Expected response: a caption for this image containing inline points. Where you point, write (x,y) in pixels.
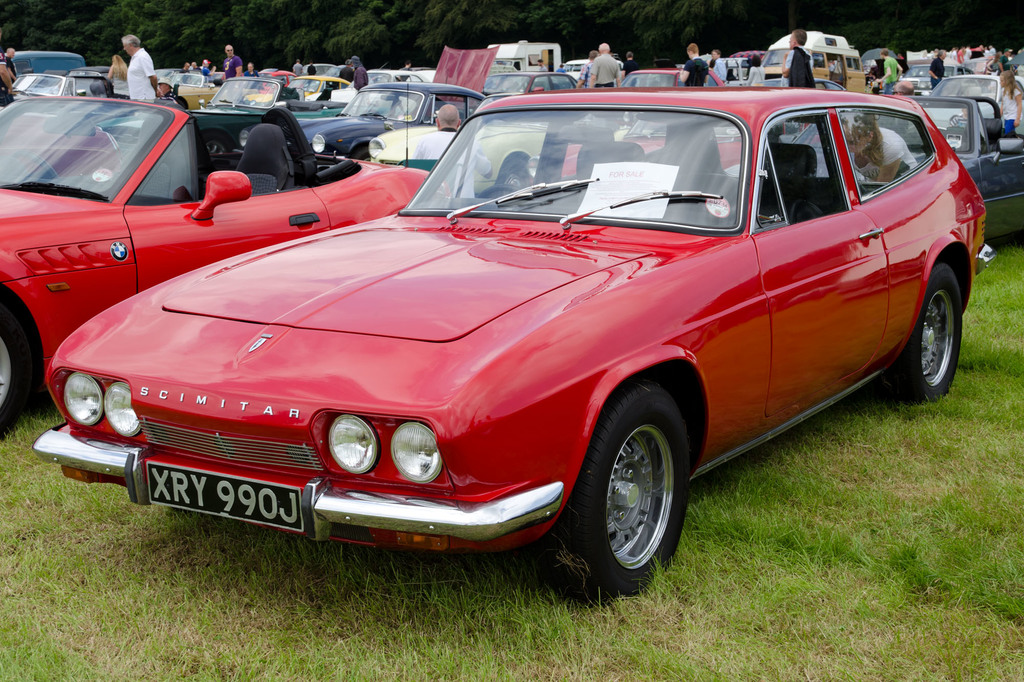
This image consists of many cars (644,147). In the front (487,518), there are two cars (384,353) in red color. At the bottom (330,634), there is green grass (690,625) on the ground (681,588). And we can see many people (878,162) in this image. In the background (240,17), there are trees (762,39).
